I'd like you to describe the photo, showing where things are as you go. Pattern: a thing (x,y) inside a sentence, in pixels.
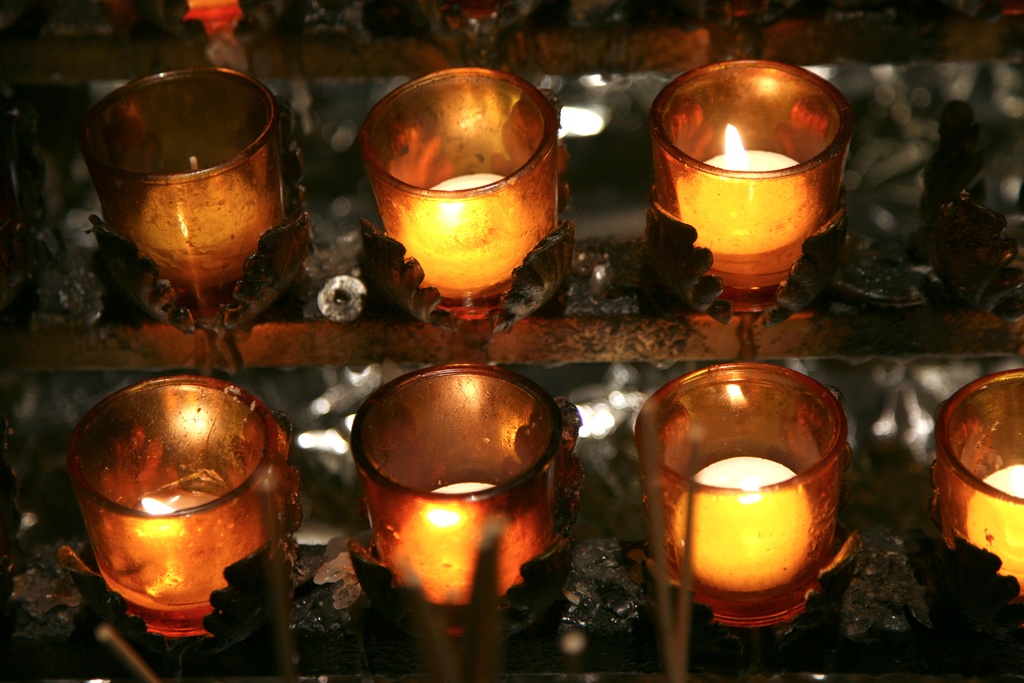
In the foreground of this image (528,170), there are glass candles (253,154) to the candle holders (462,358).
